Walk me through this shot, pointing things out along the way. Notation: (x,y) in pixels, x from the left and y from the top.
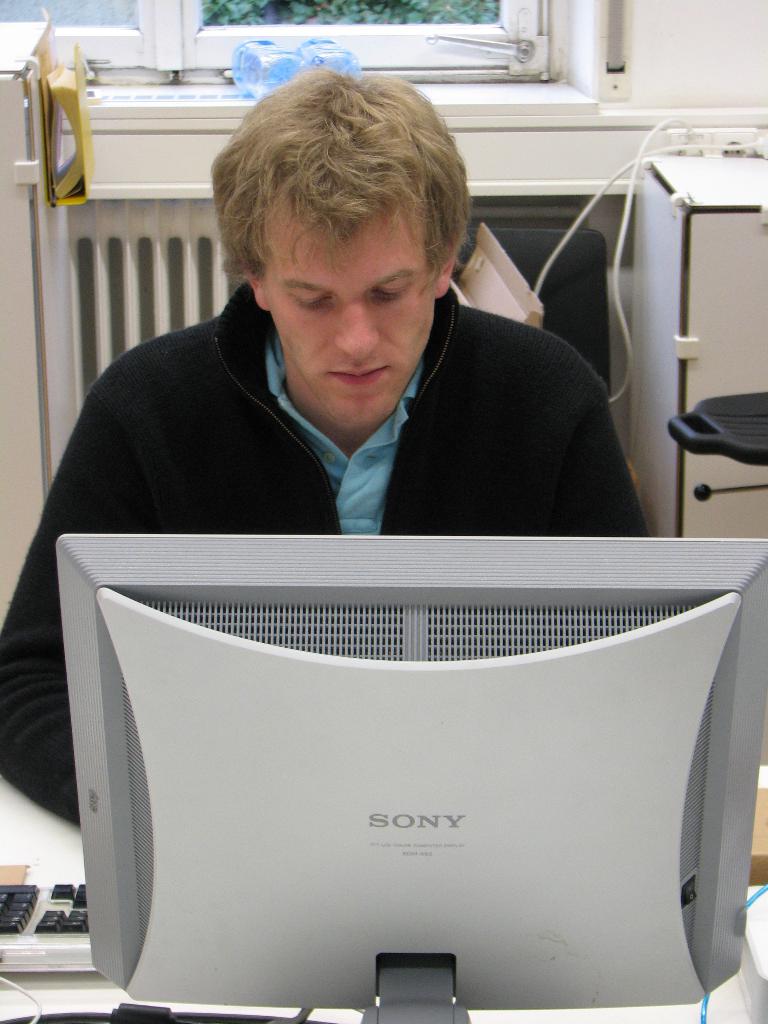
This is the picture of a room (181,160). In this image there is a person (237,451) sitting behind the table (712,1009). There is a computer (76,692), keyboard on the table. At the back (767,165) there is a table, cupboard (651,422) and there are bottles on the wall (728,106). There is a window (315,37), there are plants (444,6) outside the window (371,15).
